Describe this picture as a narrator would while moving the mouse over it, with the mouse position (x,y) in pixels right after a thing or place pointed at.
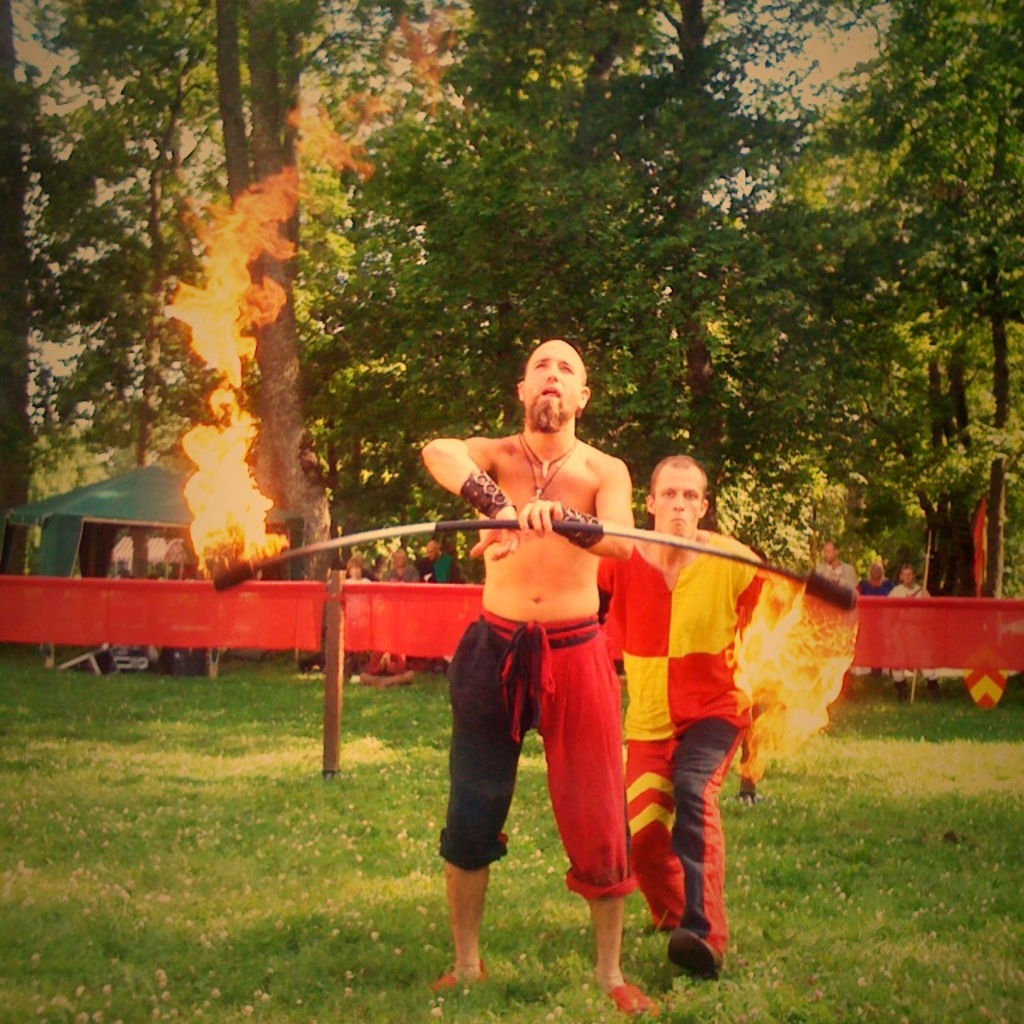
In this image in the center (573,608) there are persons (633,621) standing and there is grass (277,896) on the ground (260,879) and in the background (437,235) there are trees (422,275) and there is a curtain (215,630) which is red in colour and there is a tent (130,533) and there are persons (902,589) and the person (569,583) standing in the front (511,676) is holding a stick (425,530) with fire (243,507) on it.
